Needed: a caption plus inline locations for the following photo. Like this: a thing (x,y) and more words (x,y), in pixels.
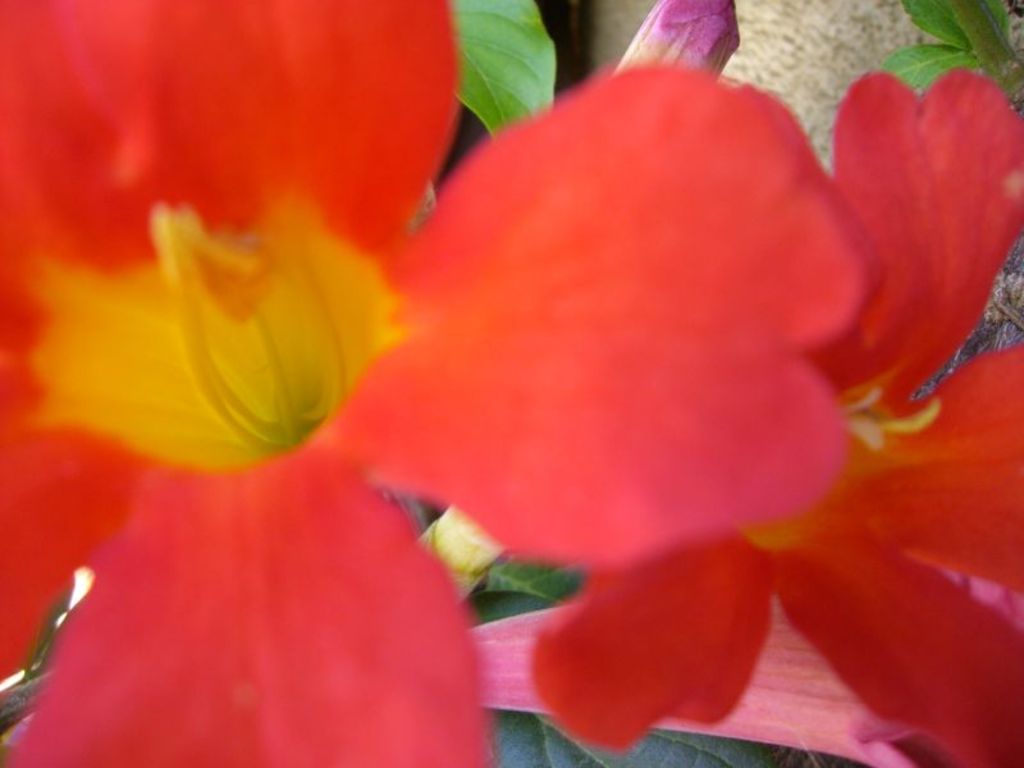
In this image, we can see flowers (497,621). Background (688,61) there are few leaves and flower bud (652,42).
